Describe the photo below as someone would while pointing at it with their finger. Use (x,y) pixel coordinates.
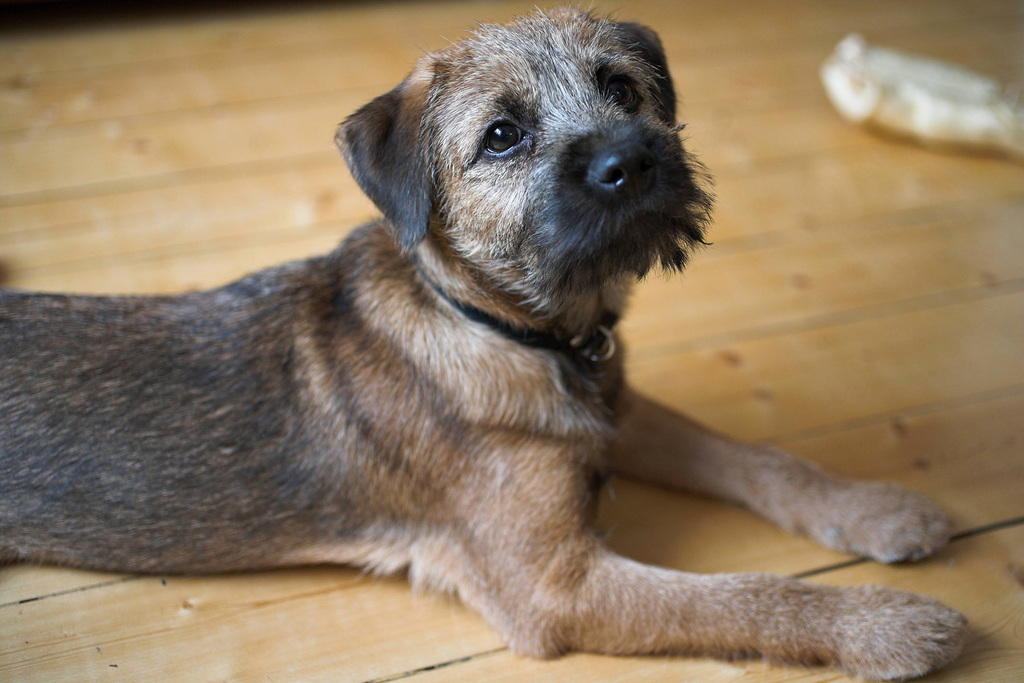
In the image there is a dog (182,337) lying on the wooden floor (184,63).
